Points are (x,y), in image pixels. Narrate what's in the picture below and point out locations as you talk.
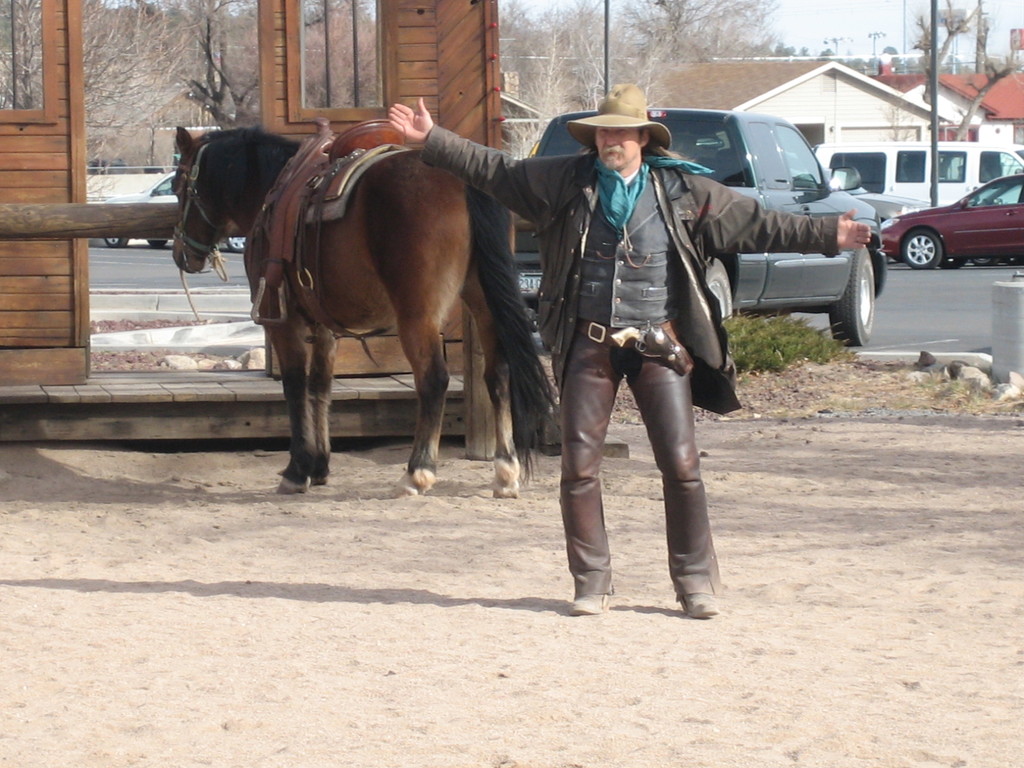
In this picture we can see a man (673,329) is standing, he wore a cap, there is a horse (379,274) in the middle (401,258), in the background (678,29) we can see trees (762,3), houses (859,115), some vehicles (831,156) and poles (932,63), we can see some plants (757,350) and stones (1007,396) in the middle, there is the sky (872,18) at the top of the picture (852,32).
